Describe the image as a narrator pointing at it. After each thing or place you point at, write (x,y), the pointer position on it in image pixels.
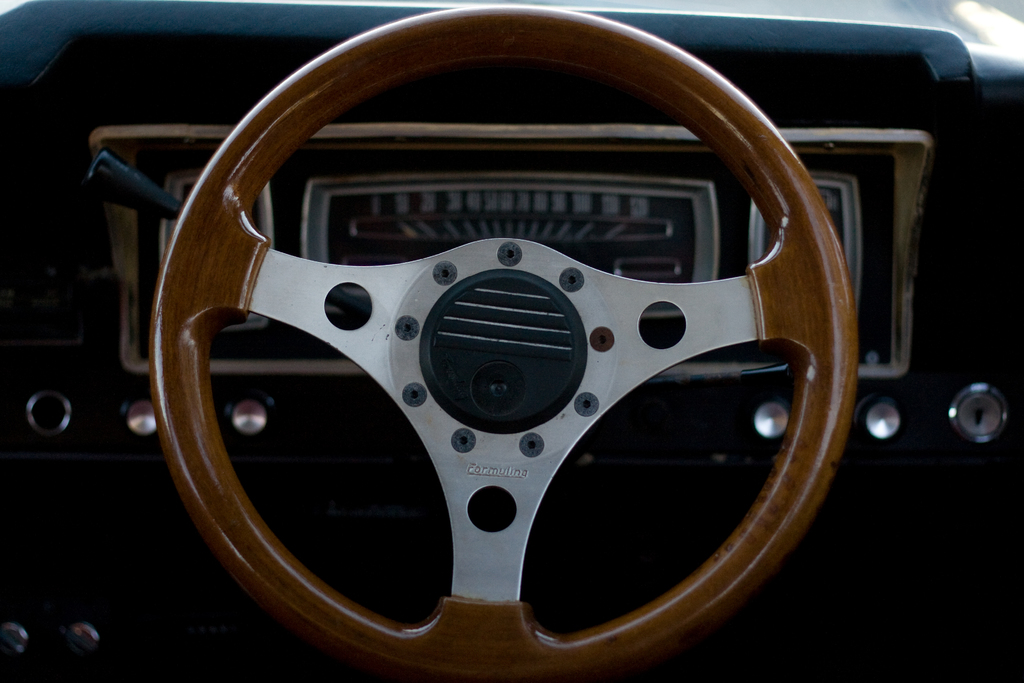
This is inside view of a vehicle (458,222) where we can see steering (475,333), speedometer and other objects (946,40).
